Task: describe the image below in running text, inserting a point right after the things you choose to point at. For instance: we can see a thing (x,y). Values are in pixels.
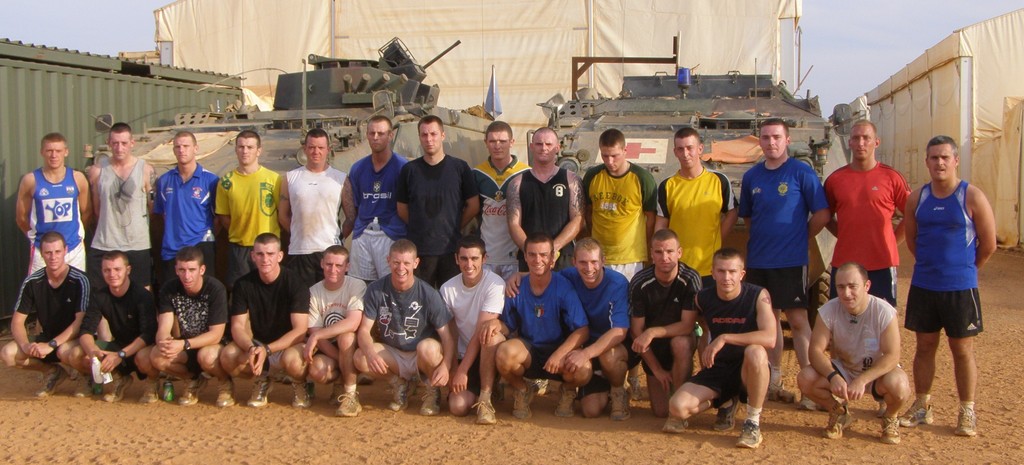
In this image I can see there is a group of people (561,177) standing and few of them are sitting in the squatting position and there are military tanks (315,93) in the background (662,108) and there are tents (245,27) and the sky (116,44) is clear.
